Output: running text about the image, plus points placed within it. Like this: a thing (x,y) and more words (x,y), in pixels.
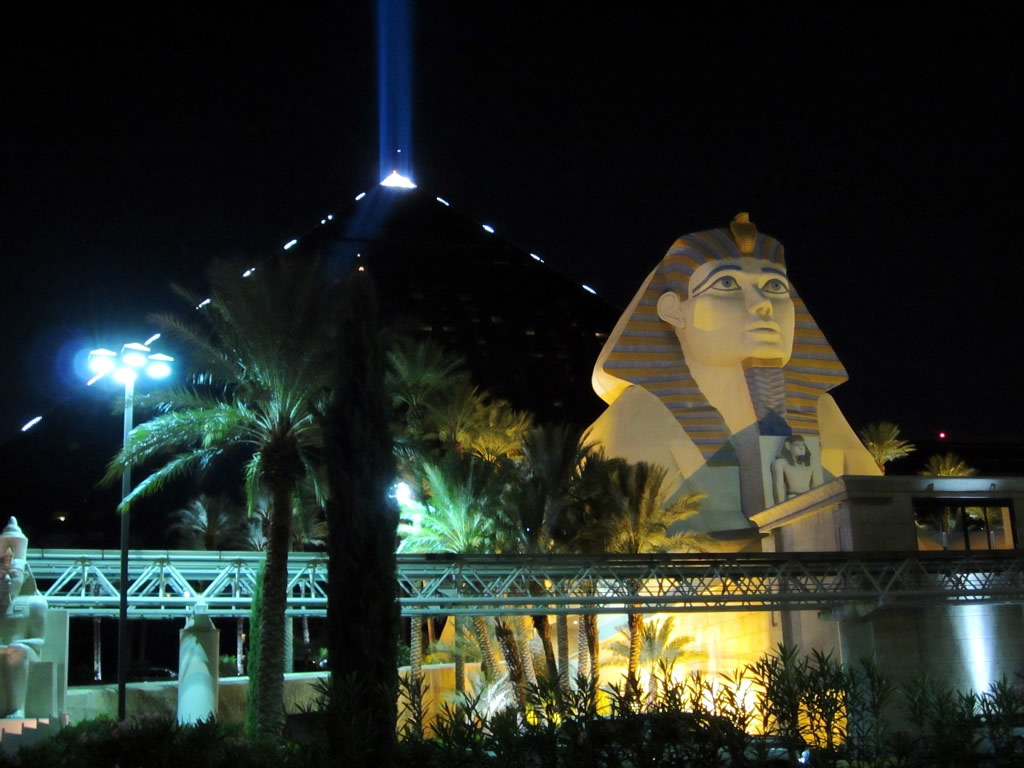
In this picture I can see sculptures (720,277), there are lights (101,365), there are trees (791,691), and there is dark background (996,190).
